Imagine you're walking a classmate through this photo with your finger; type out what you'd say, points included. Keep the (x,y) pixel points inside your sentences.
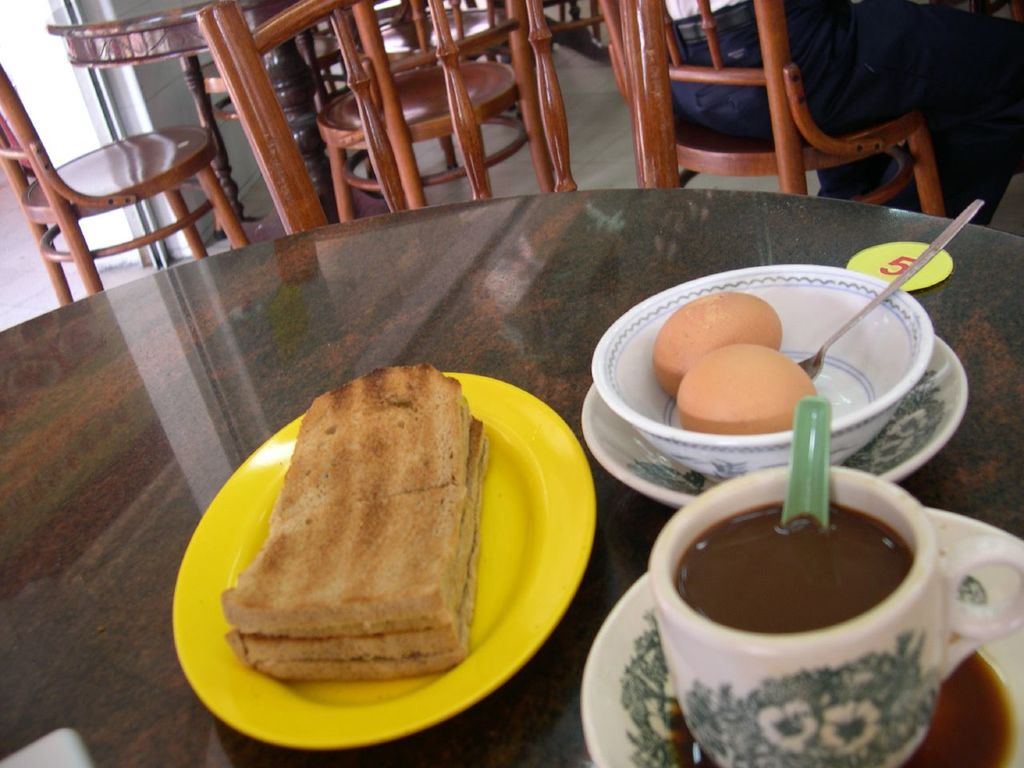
In this picture there is food (410,618) on the plate (511,542) and in the bowl (748,373) and there is a plate (514,619) and there is a cup (897,716) and there are saucers (629,752) and there is a bowl (811,302), spoon (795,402) on the table (136,629). At the back (831,120) there is a person (804,22) sitting on the chair (727,149) and there are tables (284,45) and chairs (71,223). At the bottom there is a floor (5,262).
